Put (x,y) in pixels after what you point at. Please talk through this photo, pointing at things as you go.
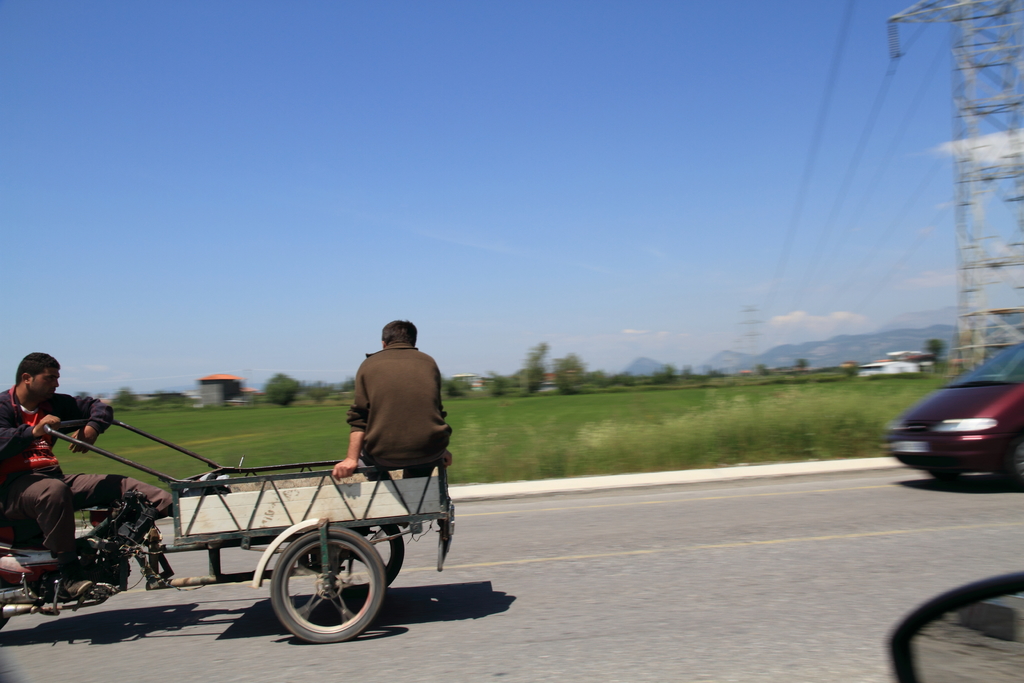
In this image, we can see two persons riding a vehicle (287,600) on the road (619,645). On the right side of the image (949,453), we can see a transmission tower (1009,332), vehicle (998,439) and side mirror (972,649) with few reflections (987,645). In the background (875,426), there are plants (620,461), houses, trees (772,372), tower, hills (760,362), wires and the sky (580,250).
